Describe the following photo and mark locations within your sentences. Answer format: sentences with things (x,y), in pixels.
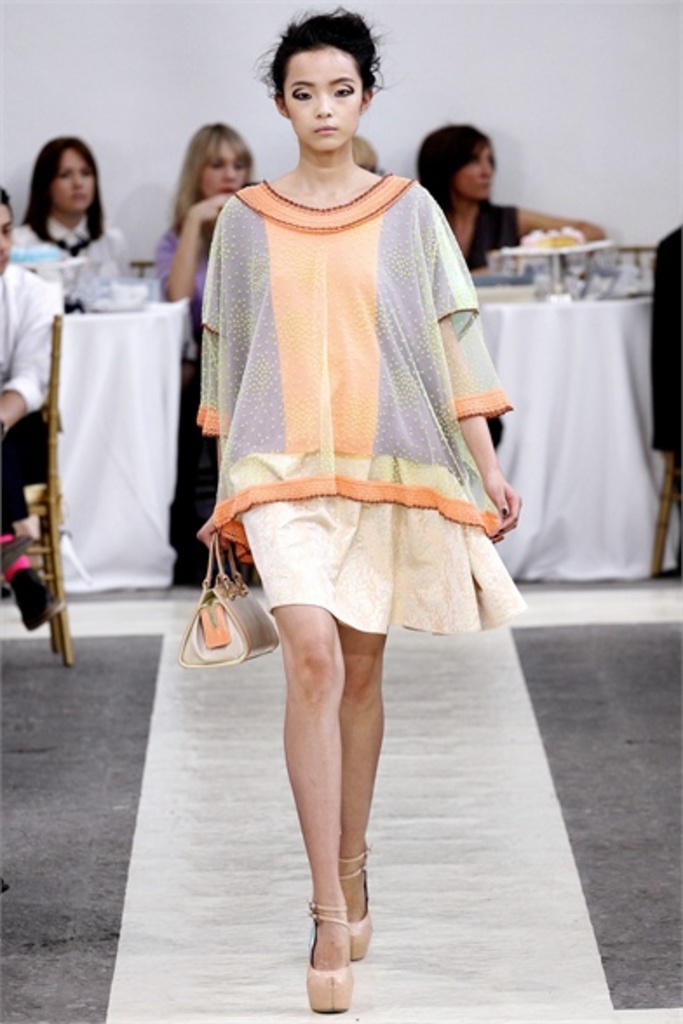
In the center of the image (366,679) we can see a lady (355,602) walking. In the background (45,356) there are people (70,207) sitting and we can see tables (148,333). There are things (565,251) placed on the tables (144,342). There is a wall (118,92).
